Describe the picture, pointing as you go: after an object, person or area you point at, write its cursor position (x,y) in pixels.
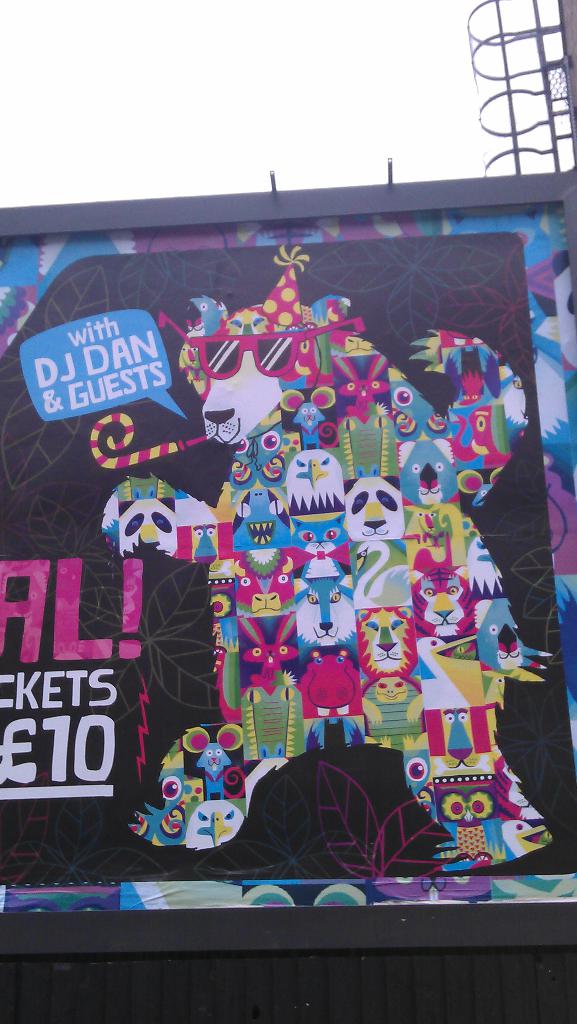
In this image in the center (280,619) there is painting (173,525) on the wall (218,480) with some text (106,400) written on it. On the right side (548,65) there is a stand (544,82).
